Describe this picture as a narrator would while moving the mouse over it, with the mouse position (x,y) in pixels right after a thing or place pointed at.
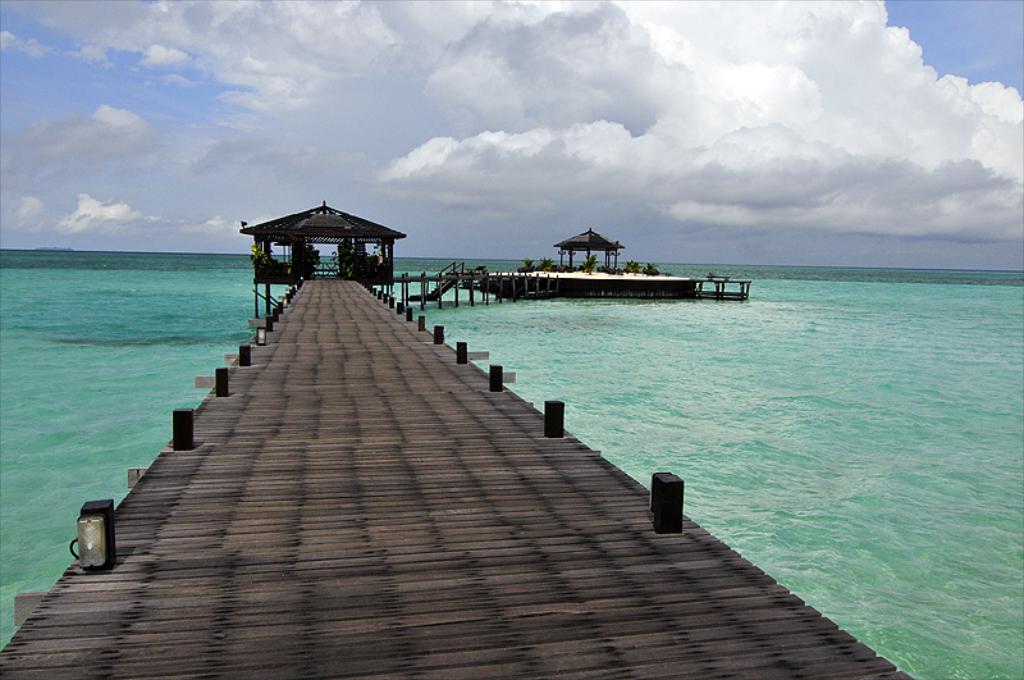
It is a small resort (310,252) that is constructed upon a sea (241,305), there is a bridge (324,324) and it is attached to a hut (347,222) and there are lights (286,302) kept on the either side of the bridge (387,359) in a row, in the background (349,103) there is a sky (538,97) and clouds (537,148).
